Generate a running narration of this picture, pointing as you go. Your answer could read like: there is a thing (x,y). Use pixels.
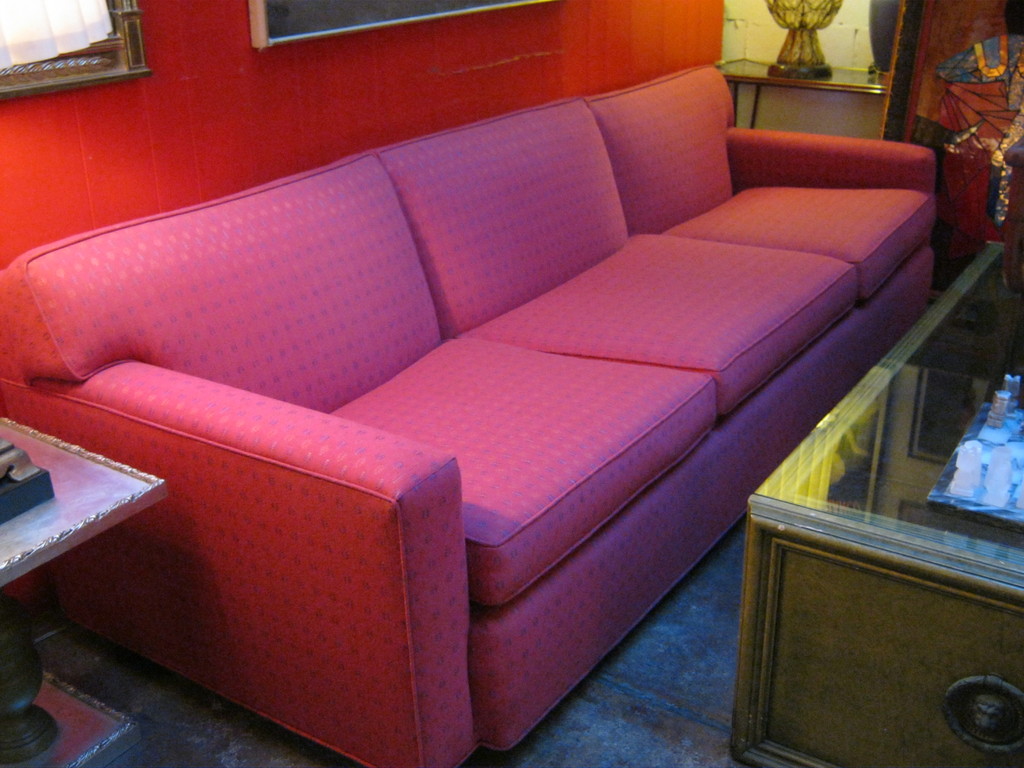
In this picture there is a couch (587,214) and a table (988,387) in front (836,594), behind there is a wall (212,125) with a Red paint (86,101) and a photo frame (99,42).
